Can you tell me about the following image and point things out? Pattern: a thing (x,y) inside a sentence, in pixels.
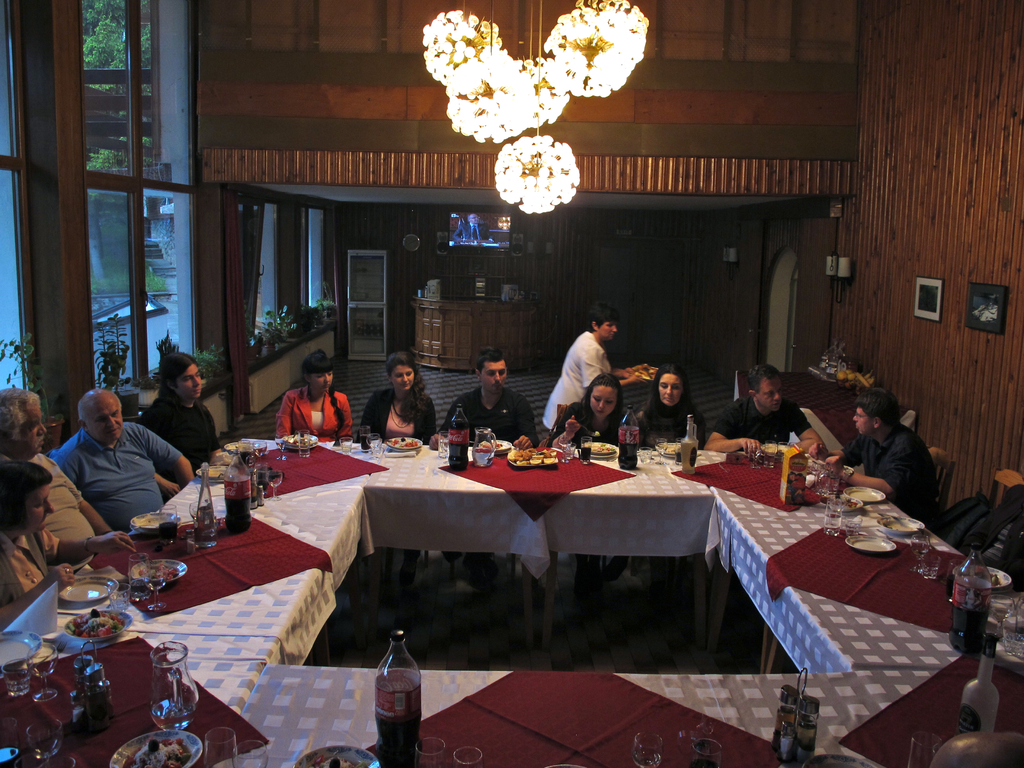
In this picture we can see all the persons (174,446) sitting on chairs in front of a dining table (347,716) and on the table (252,678) we can see preservative drinking bottles (380,692), glass jars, plate (135,741) of food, table mats (235,559). We can see one person (590,354) standing here. We can see frames (968,316) over a wall (996,337). This is a refrigerator (369,290). We can see house plants (108,354) near to the windows (309,259). This is a ceiling light (473,132).
